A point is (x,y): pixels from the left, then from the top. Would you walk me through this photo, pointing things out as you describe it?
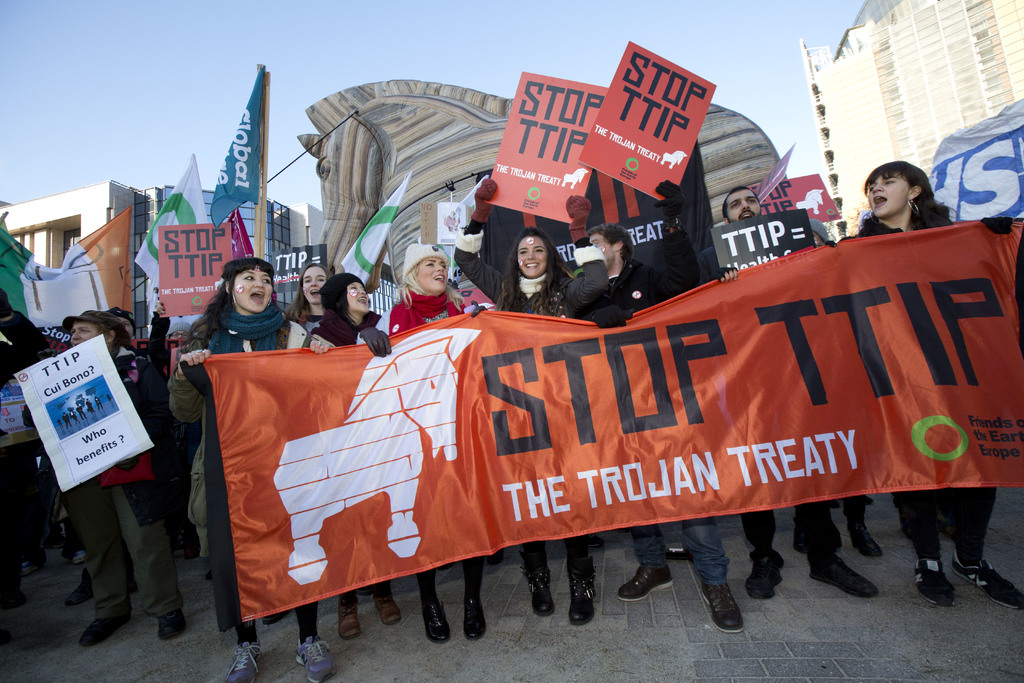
In this image I can see a crowd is standing on the road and are holding posters (527,471) and boards (547,171) in their hand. In the background (898,147) I can see a horse statue (374,175), buildings (109,186) and the sky (310,11). This image is taken may be on the road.
